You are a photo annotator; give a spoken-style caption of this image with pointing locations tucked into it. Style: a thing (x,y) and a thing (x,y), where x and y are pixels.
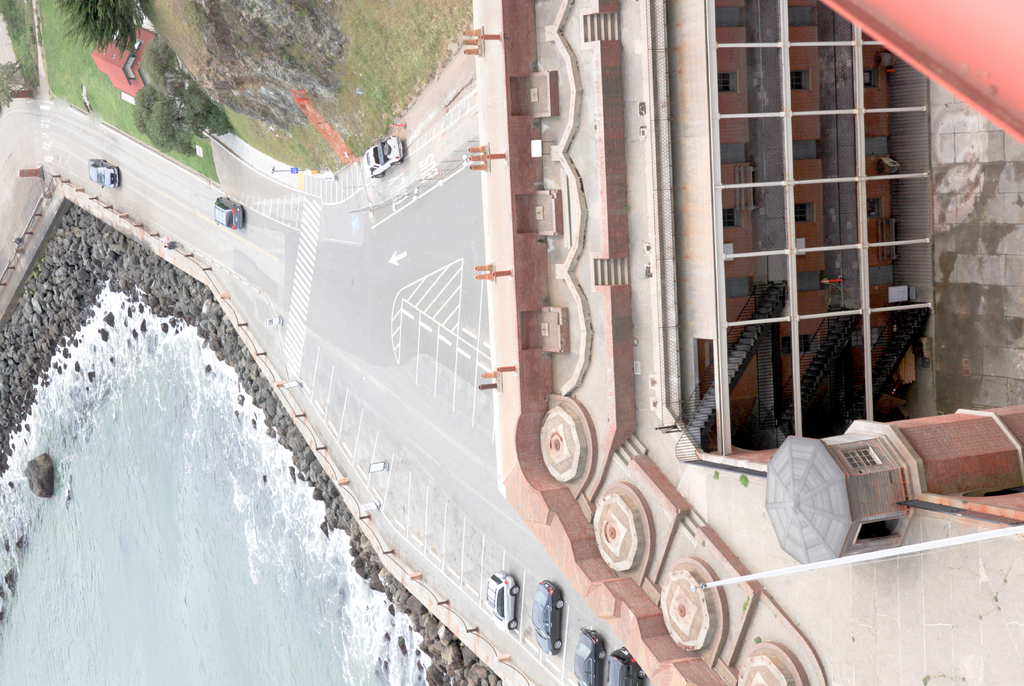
In this image I can see a road (202,228) in the centre (382,341) and on it I can see number of vehicles (628,680). On the right side (882,675) and on the top left side of this image (122,59) I can see few buildings (611,277). I can also see few trees (156,76) and grass (48,49) on the top side (56,25) and on the bottom left side (83,563) I can see water (176,409) and number of stones (37,460).
